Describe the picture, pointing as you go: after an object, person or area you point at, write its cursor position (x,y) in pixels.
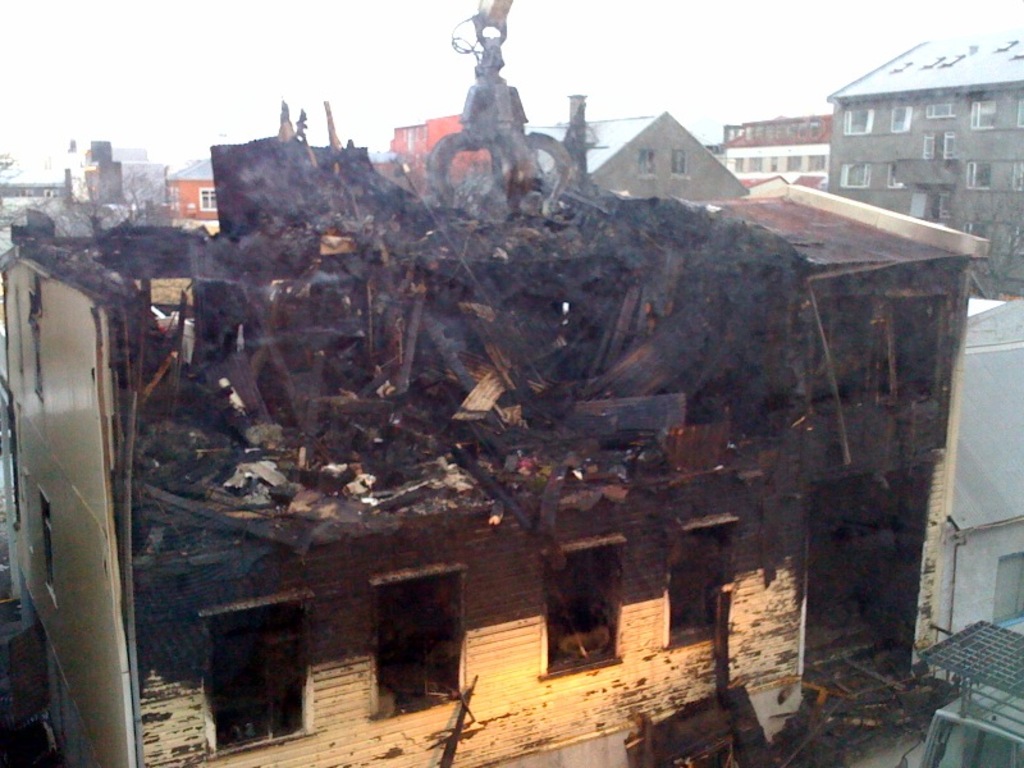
In the image there is a burned building (240,351) in the front (708,345) and behind it there are many buildings (113,203) all over the place and above its sky (317,29).
